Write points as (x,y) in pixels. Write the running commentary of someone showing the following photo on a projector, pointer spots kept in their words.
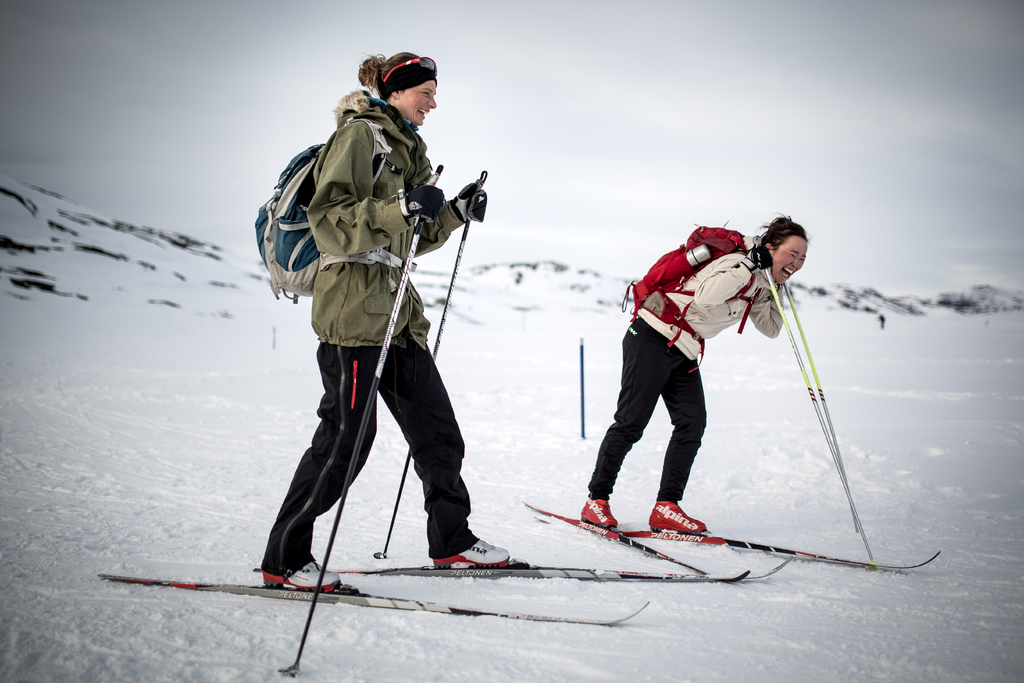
In this picture we can see two people (330,312) carrying bags (674,268), standing on skis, holding sticks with their hands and smiling. In the background (569,318) we can see a pole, snow (443,289), mountains (552,261) and the sky (592,124).
